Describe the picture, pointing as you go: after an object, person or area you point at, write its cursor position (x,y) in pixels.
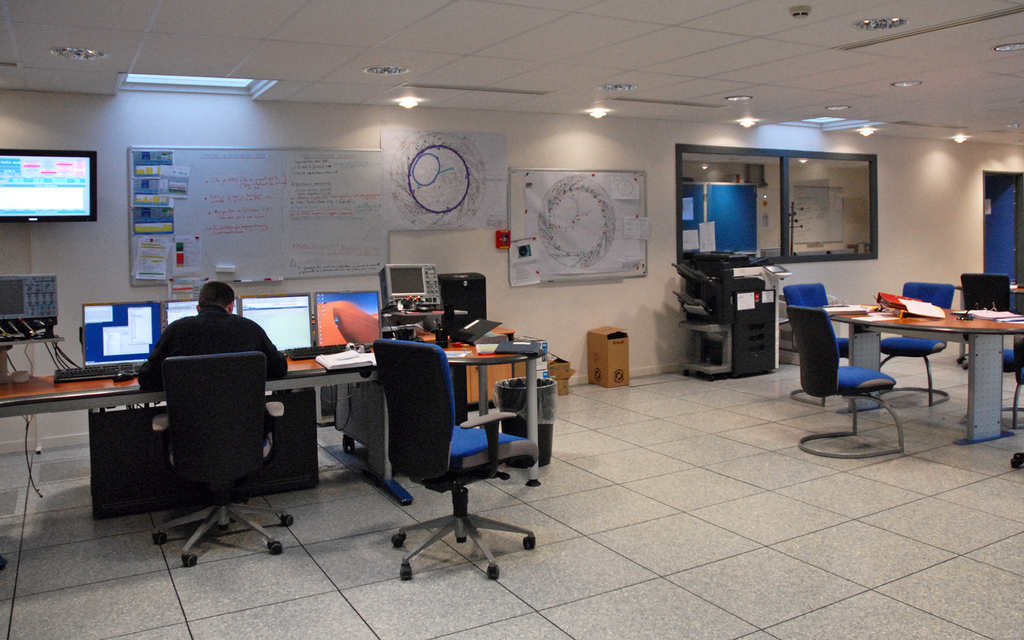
In this image on the left side (261,340) there is one person (197,337) sitting on chair (199,396), in front of him there is a table (63,392). On the table (340,372) there are computers (353,332) and some papers (336,357), and on the right side (899,345) there is another table (937,328) and some chairs (824,304). On the table (883,312) there are some papers (916,308) and files (899,318), and in the center (409,421) there is one chair (412,442). At the bottom (322,536) there is floor (878,536), and in the background (825,193) there are some boards (264,191), window (683,191), television (49,212), boxes (620,341), xerox machine (734,310) and some other objects (34,326). At the top (478,104) there is ceiling (478,104) and lights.
